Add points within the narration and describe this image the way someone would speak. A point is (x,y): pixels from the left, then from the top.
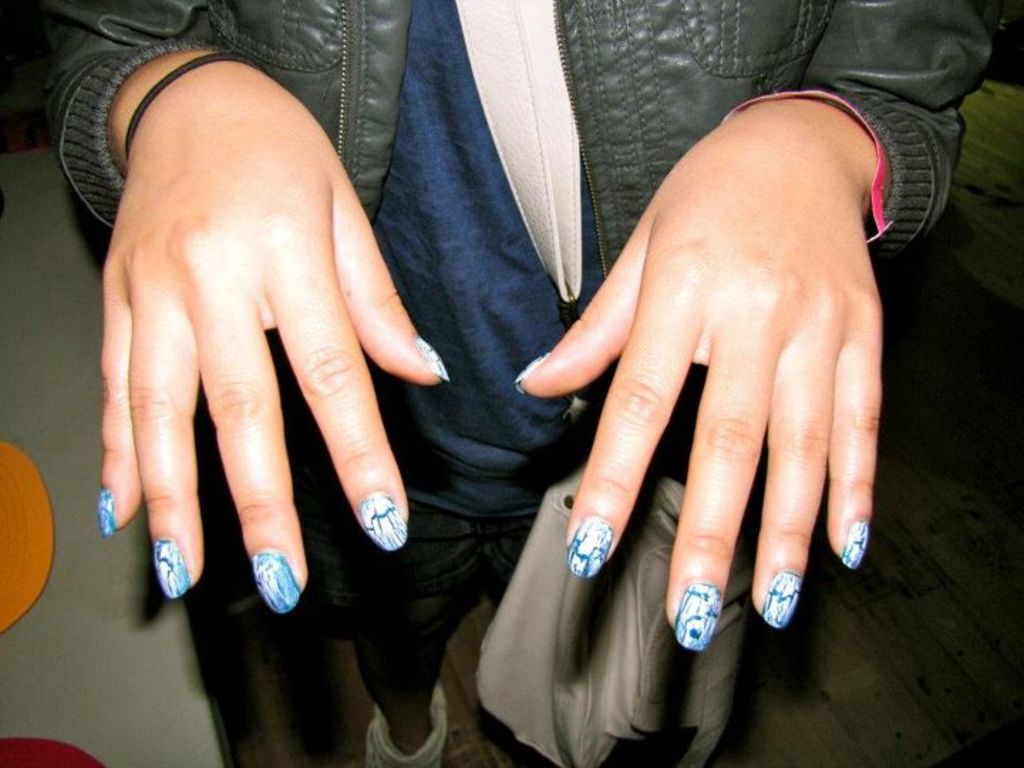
In this image we can see a person (626,390) who is truncated and carrying a bag (544,524).
